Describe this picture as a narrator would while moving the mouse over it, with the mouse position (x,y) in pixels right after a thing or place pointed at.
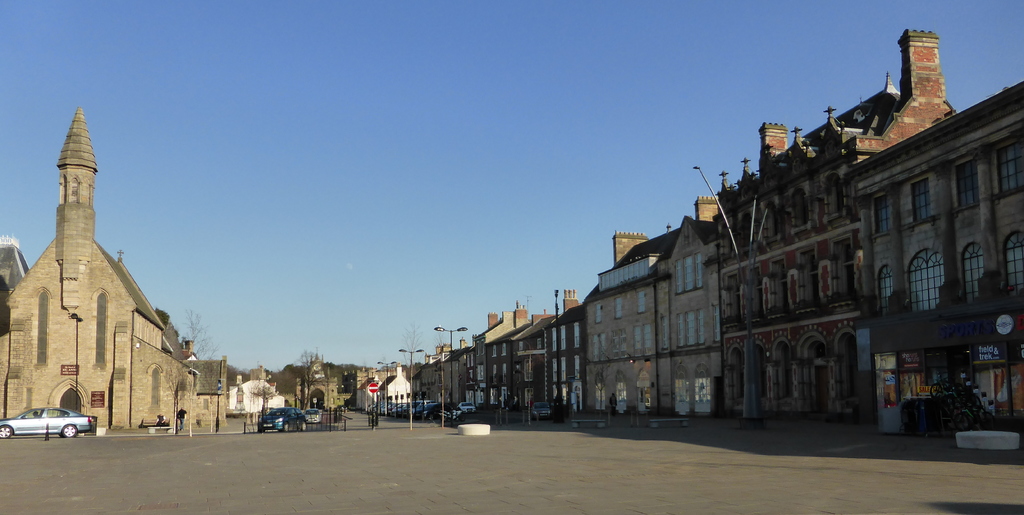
In this image there are buildings (481,357), poles (453,357) and trees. At the bottom (81,428) we can see cars (275,423) on the road (701,434) and there are people (613,404). In the background (308,250) there is sky (281,158).
